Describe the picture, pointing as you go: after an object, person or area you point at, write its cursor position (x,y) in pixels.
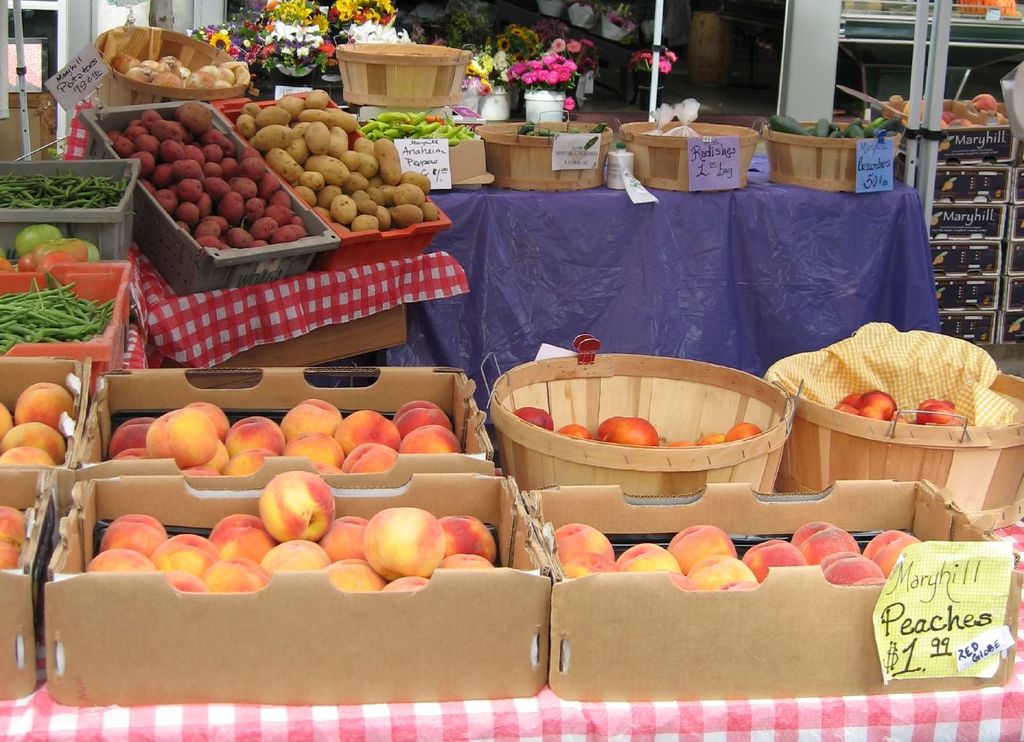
In this picture we can see some fruits (268,431), vegetables (76,252), are in the baskets (632,450), behind we can see some flower pots (497,70).
